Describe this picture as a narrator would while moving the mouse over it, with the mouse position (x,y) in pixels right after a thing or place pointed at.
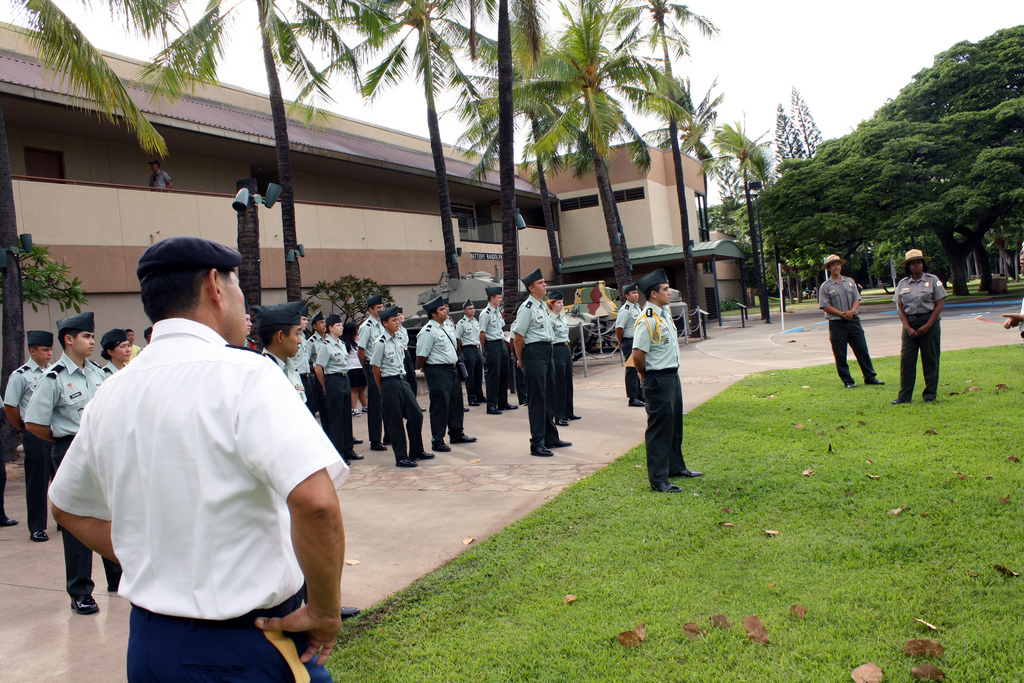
In the picture I can see group of people (467,389) are standing on the ground (700,452). These people (548,423) are wearing uniforms (548,407) and hats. In the background (635,260) I can see a building (417,247), trees (623,249), the grass (803,514) and some other objects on the ground (2,551).
